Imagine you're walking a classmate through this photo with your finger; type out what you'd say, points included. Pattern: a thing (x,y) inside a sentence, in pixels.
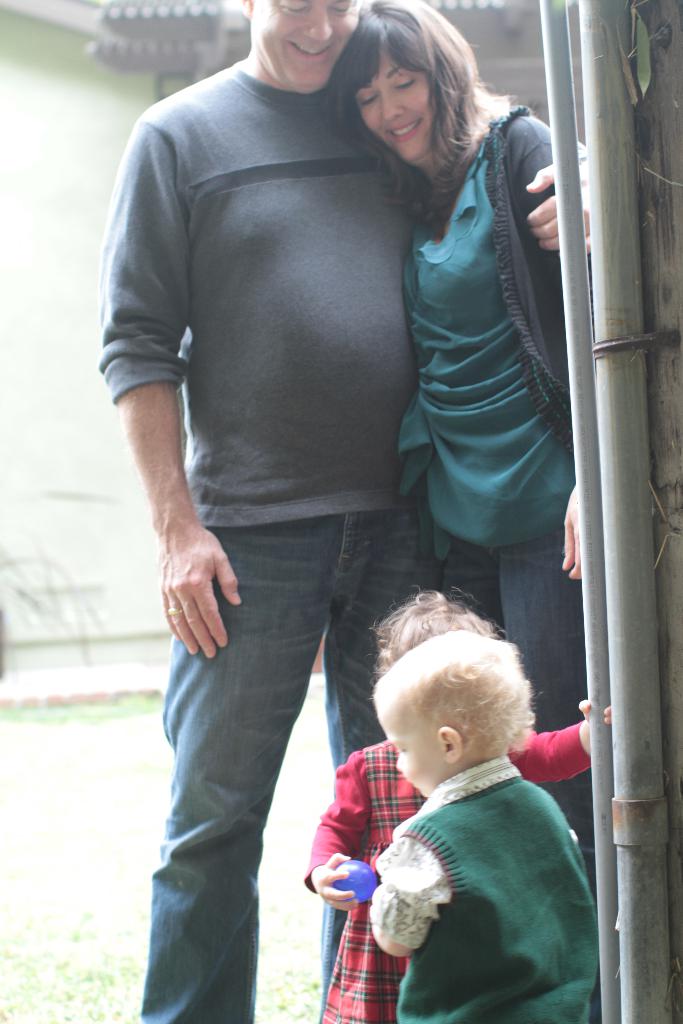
In this image at front (384,964) there are four people (346,823) standing in front of the surface of the grass (87,865). In front of them there is a pipe (605,57). On the backside (67,317) there is a wall (90,147).
